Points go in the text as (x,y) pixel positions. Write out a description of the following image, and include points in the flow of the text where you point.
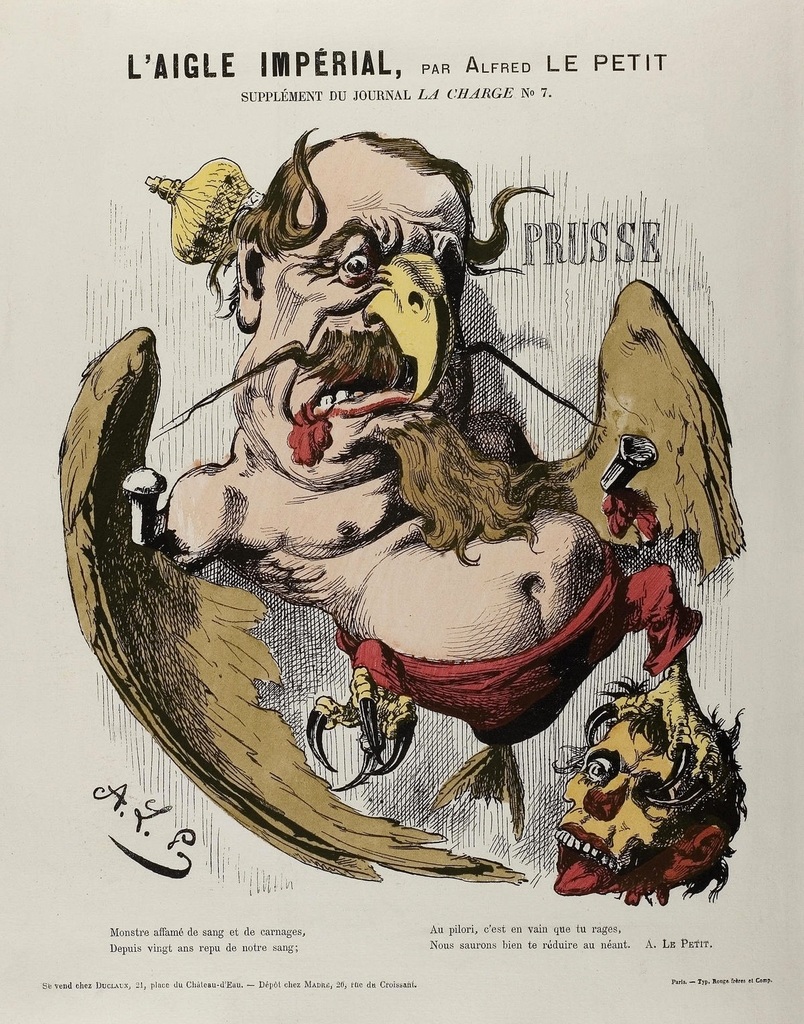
This is a poster (297,648). In this picture we can see some text (388,71), an image (311,861) of a person (508,662), some objects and the head (596,806) of a person (588,801).
